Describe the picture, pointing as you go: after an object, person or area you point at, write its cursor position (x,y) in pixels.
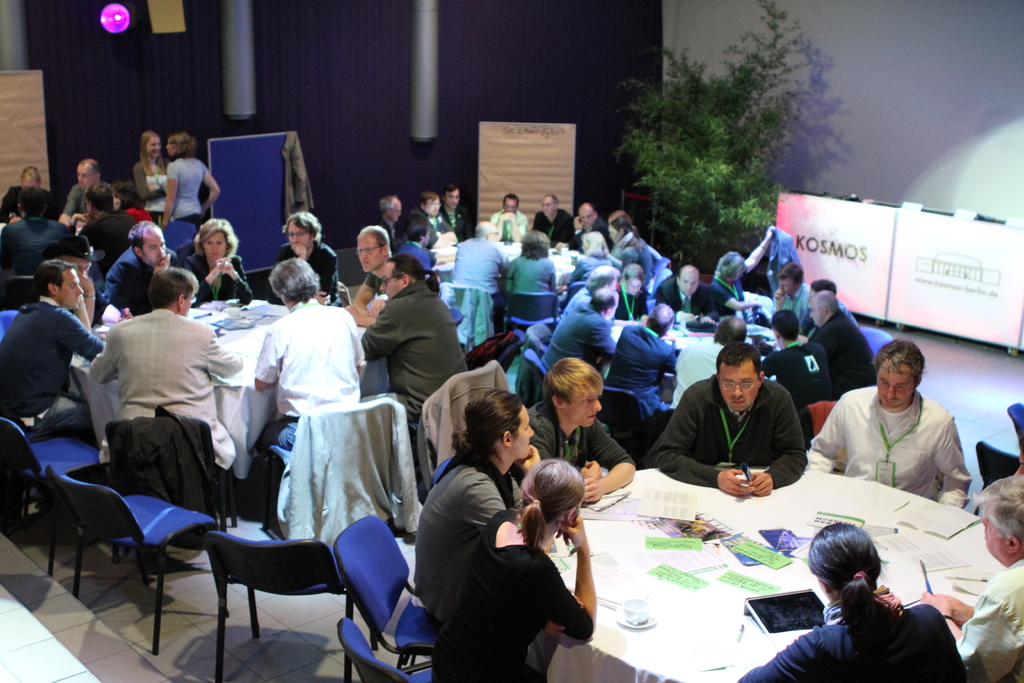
There are group of people (294,361) sitting around the white table (766,508) which has some papers (700,515) on it.
